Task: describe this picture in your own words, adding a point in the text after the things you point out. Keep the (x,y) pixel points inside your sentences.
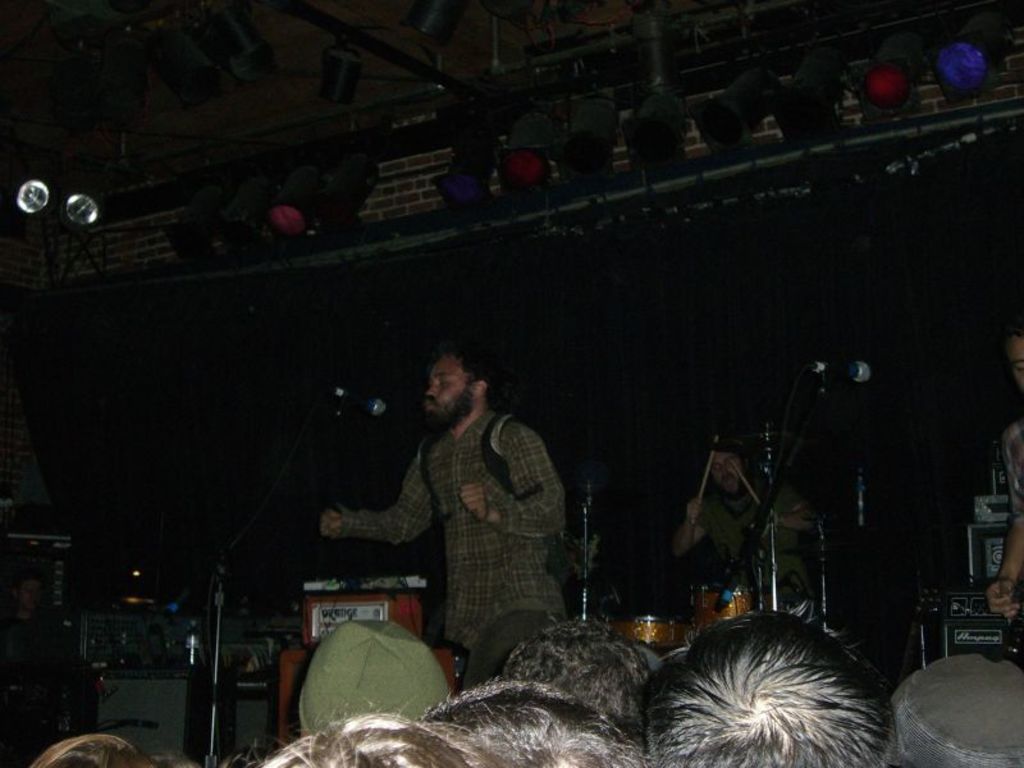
In this picture there is a person (505,540) standing and singing in front of a mic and there is another person (732,495) holding sticks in his hands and playing drums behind him and there is another person (1019,523) in the right corner (1008,490) and there are few audience (570,728) in front of them.
